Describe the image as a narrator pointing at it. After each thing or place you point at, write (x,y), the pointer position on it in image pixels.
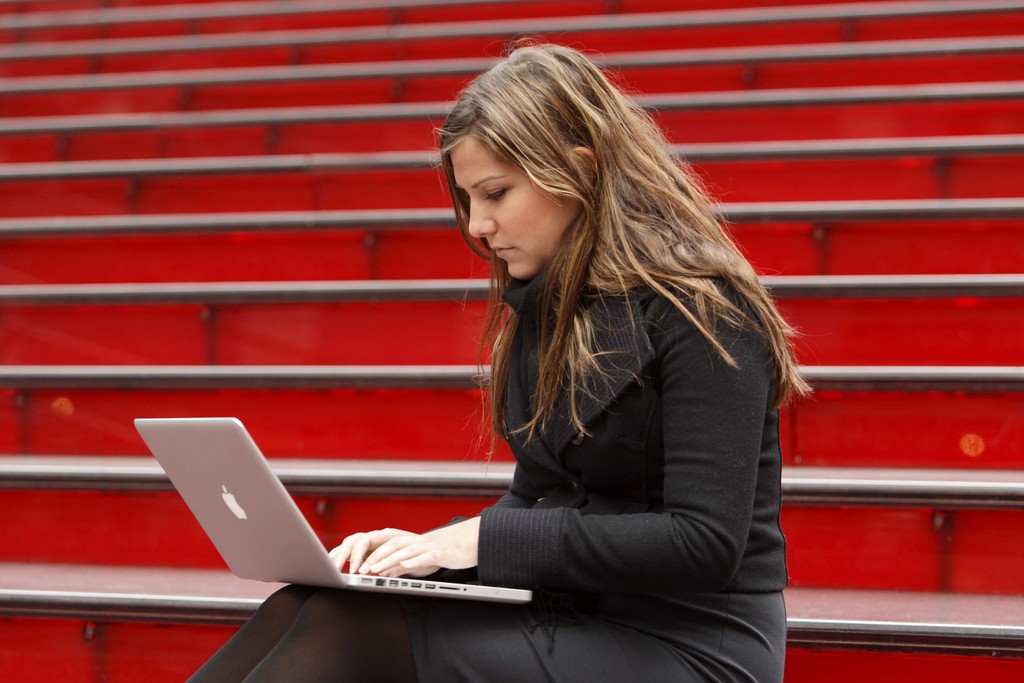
In this picture there is a woman (688,439) sitting on the staircase (945,653) and looking into the laptop (390,585) and there is a laptop (216,515) on her lap (512,618).
